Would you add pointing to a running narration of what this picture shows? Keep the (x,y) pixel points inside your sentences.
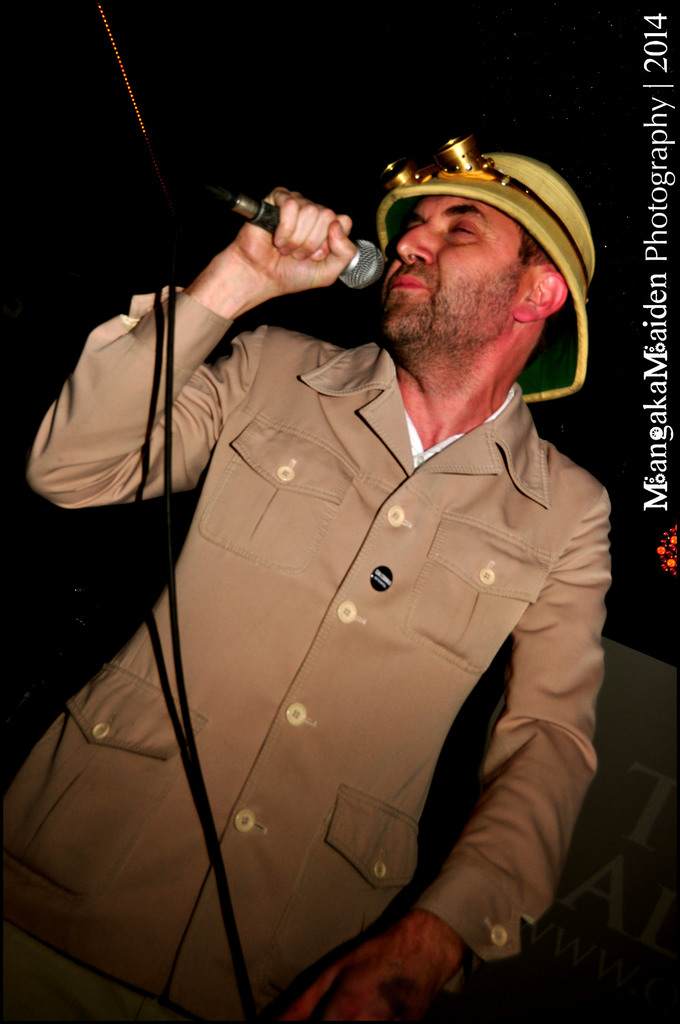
In this image a person (584,779) wearing a helmet (397,191) is holding a mike (362,279). Text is written at the right side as mangaka maiden photography 2014.
